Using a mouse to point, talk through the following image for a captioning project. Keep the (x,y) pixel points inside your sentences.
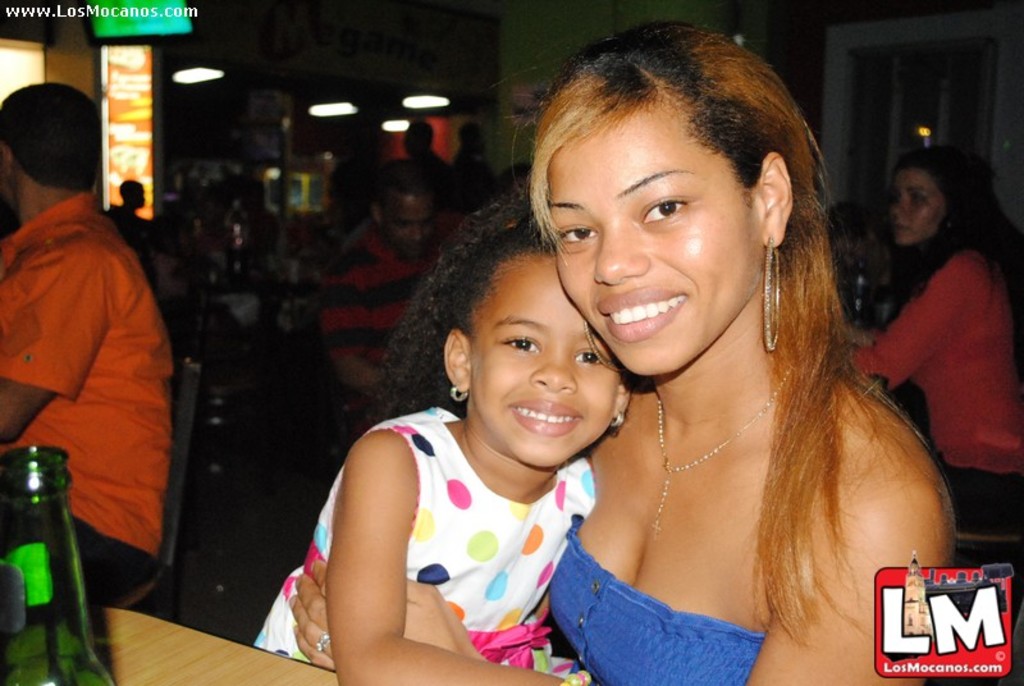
This is a picture taken in a restaurant (359,375), the woman (602,597) in blue dress (677,624) holding a girl (497,563) the girl (538,573) is in white dress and the people (637,610) sitting on a chair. In front of the people (525,581) there is a table (154,644) on the table (146,650) there are bottle (47,583) and a man (51,415) in orange shirt (101,386) also sitting on chair (171,528). Behind the people (808,363) there are group of people (948,304) sitting on chairs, wall (551,35) and there are ceiling lights (389,127) on the top (211,76).
